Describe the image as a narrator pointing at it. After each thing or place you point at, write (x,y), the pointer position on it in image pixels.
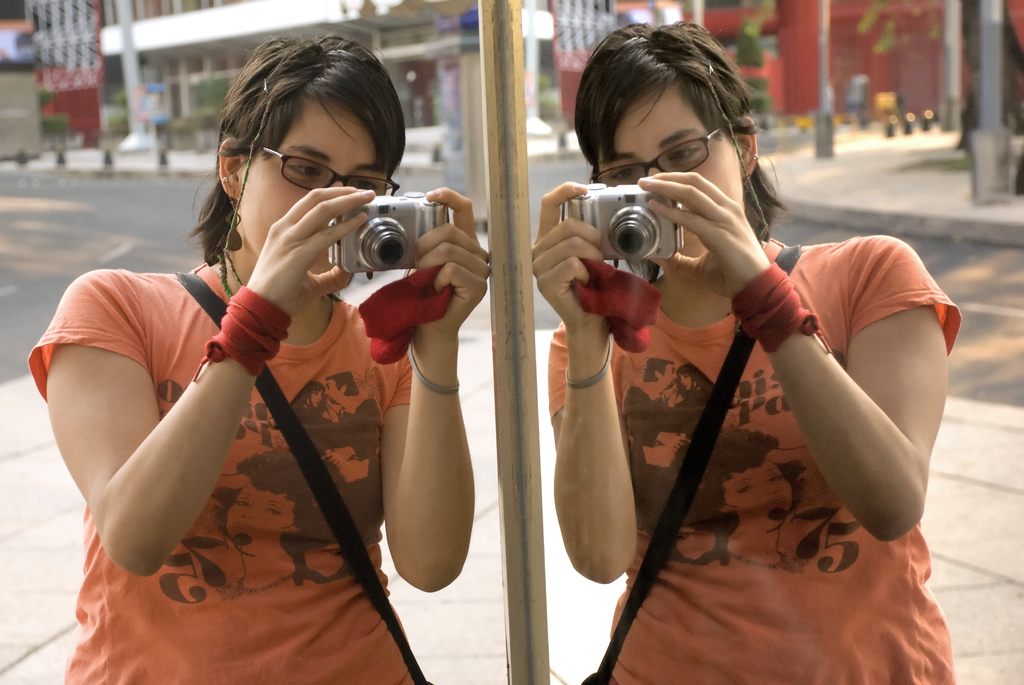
This woman (238,551) is standing beside a mirror (717,337) and holding a camera (395,245). In this mirror (634,232) there is a reflection (621,338) of this woman (246,452). Far there are buildings (304,20).
